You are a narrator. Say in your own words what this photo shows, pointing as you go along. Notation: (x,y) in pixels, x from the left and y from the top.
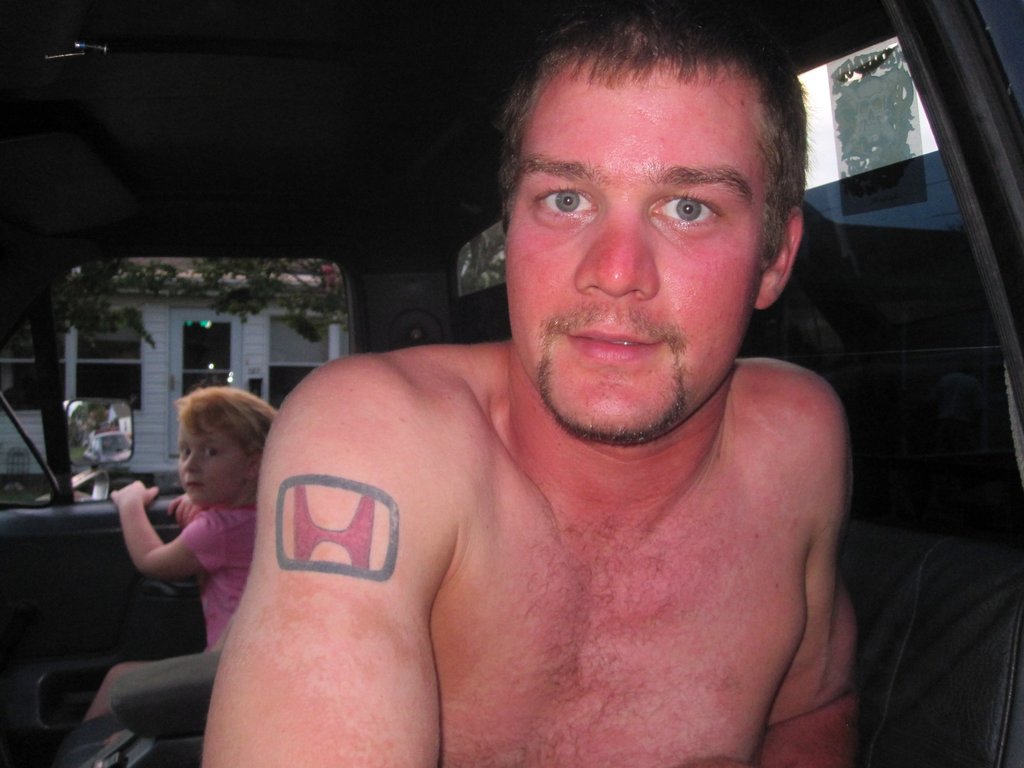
The man (369,441) in the front of the picture (569,479) is looking at the camera. Behind him, we see a girl (213,598) in pink color is sitting in the vehicle (127,631). Behind her, there is a white building (187,365). In the right top (909,79), we see a window (846,168) on which sticker (848,152) is placed.
